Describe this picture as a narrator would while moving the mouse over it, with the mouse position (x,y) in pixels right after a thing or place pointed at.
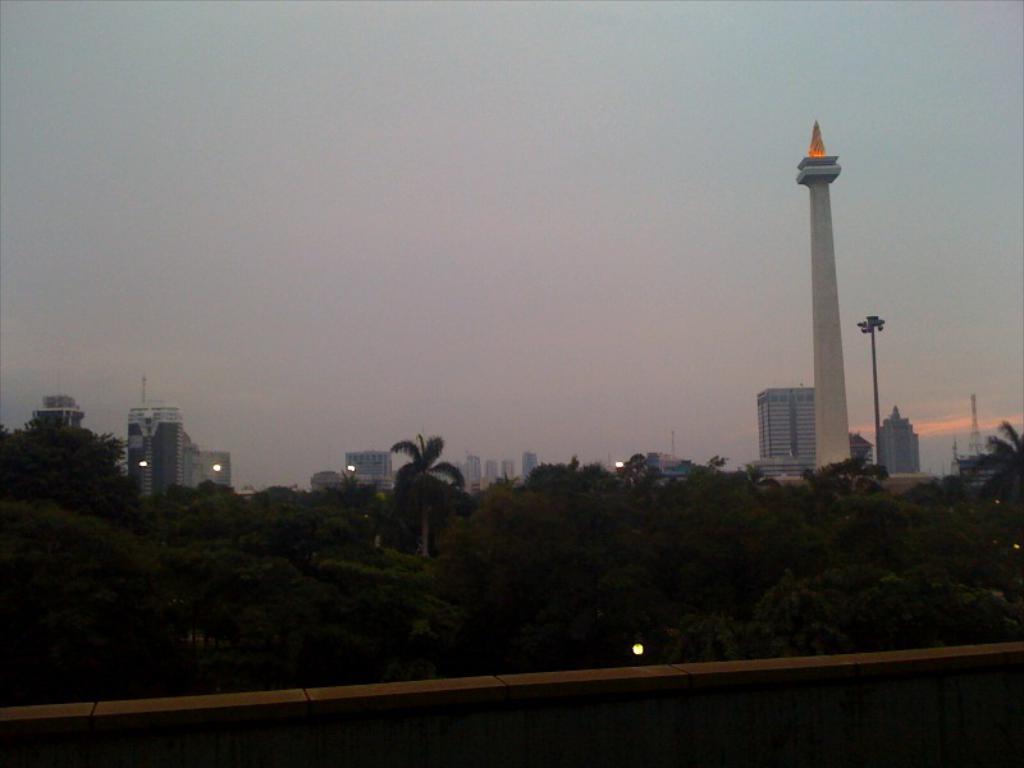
In the picture I can see some trees (404,466) and few buildings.
